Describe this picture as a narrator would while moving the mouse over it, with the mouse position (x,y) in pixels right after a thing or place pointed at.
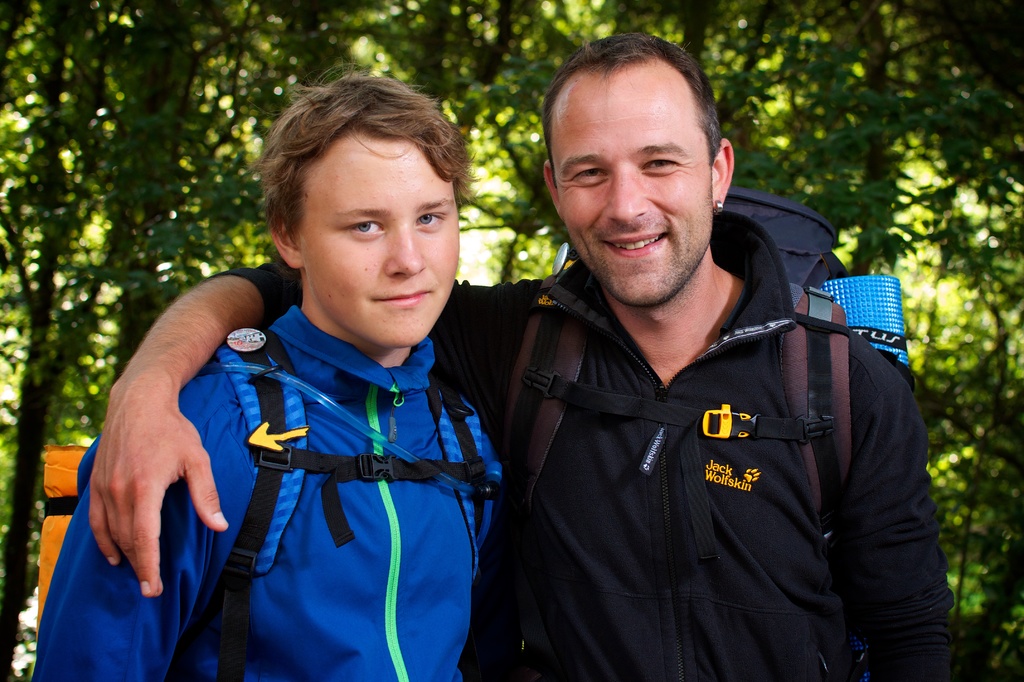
In the center of the image (399,385) there are two persons (402,385). In the background (804,30) there are trees (815,64).
